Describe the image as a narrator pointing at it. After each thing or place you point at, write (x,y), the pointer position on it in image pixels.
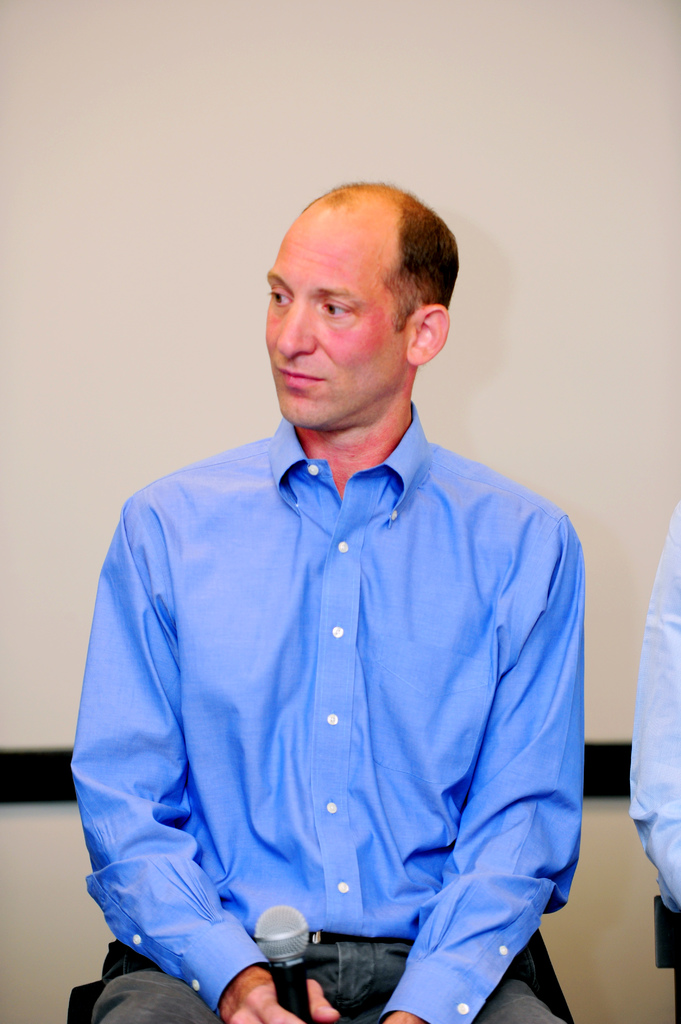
In this picture there is a man (161,891) sitting and holding a microphone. In the background of the image (454,209) we can see wall (593,499). On the right side of the image (631,791) we can see cloth (661,791).
